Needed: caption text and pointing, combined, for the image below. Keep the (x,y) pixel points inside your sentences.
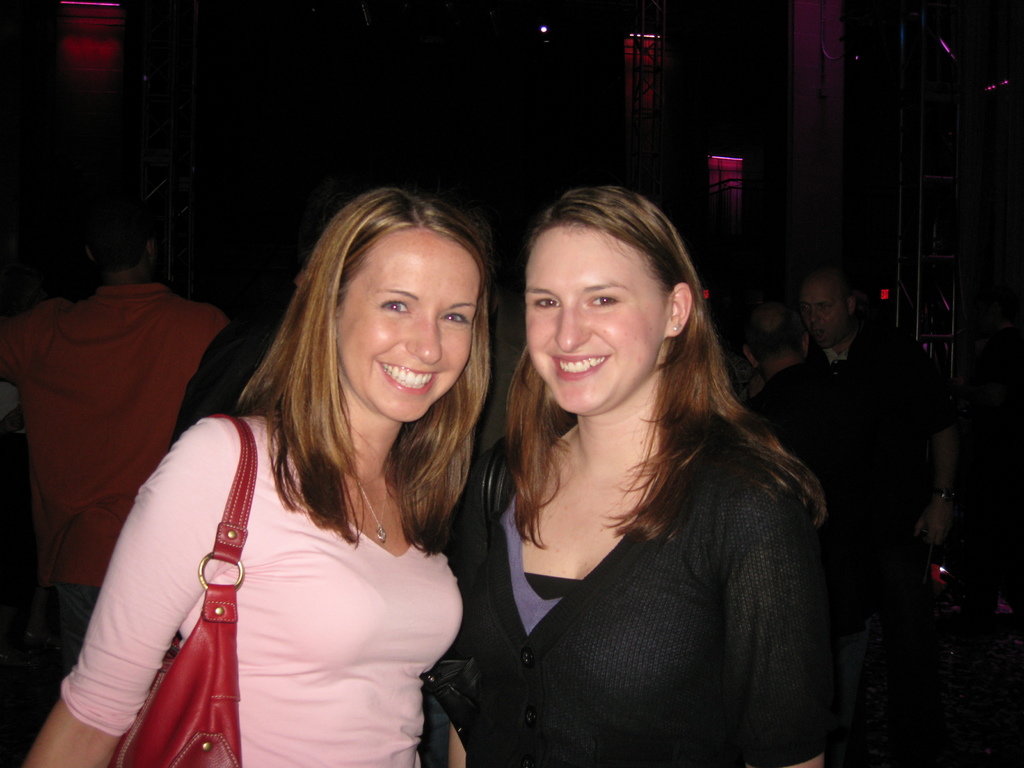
In the image we can see there are two women (679,523) who are standing in front (313,345) and at the back (102,304) there are people (842,305) standing.
